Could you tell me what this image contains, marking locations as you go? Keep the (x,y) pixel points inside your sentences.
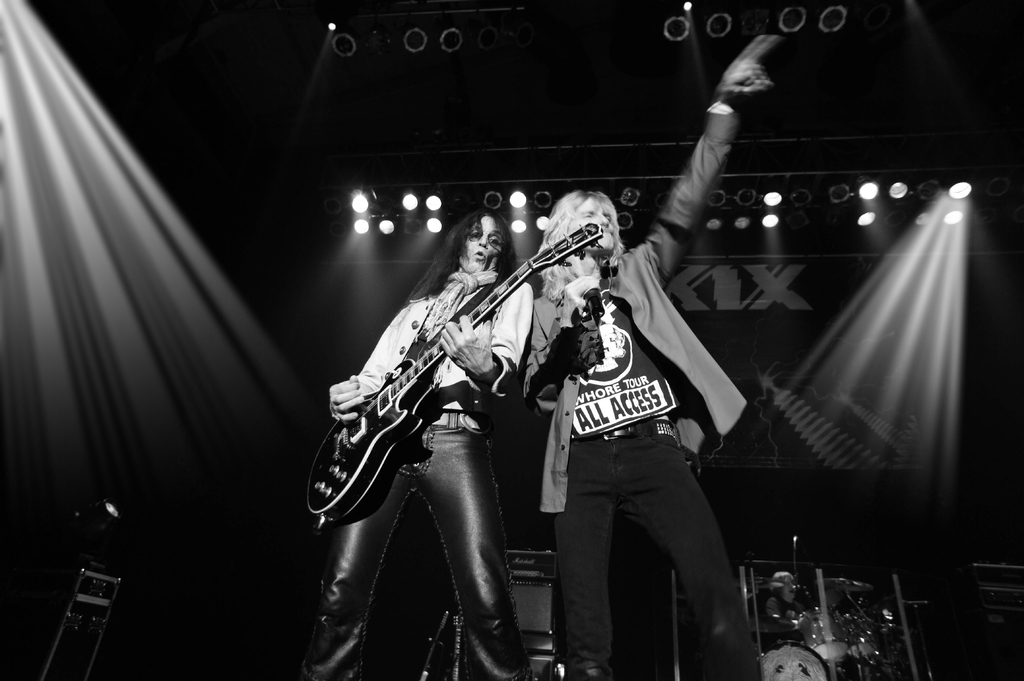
A black and white picture. This woman (478,383) is playing guitar (405,402) and this man (643,357) is singing in-front of mic (602,305). On top (435,218) there are focusing lights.
